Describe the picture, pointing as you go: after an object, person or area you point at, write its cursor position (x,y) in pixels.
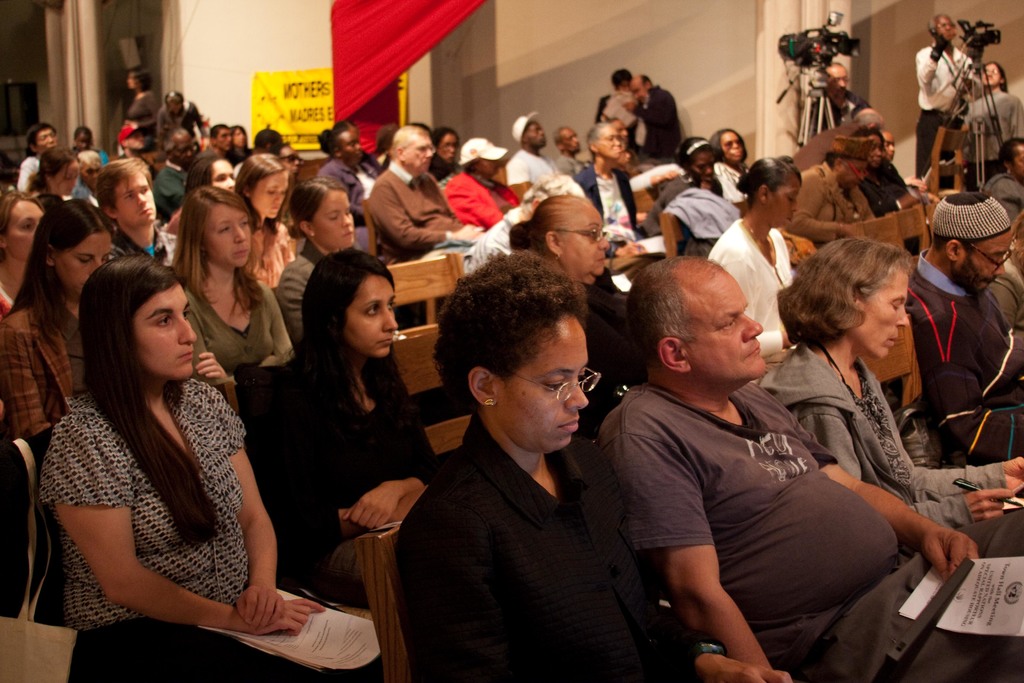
In this image we can see a few people (431,459) sitting on the chairs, also we can some people (630,112) standing, there are cameras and a poster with some text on the wall (717,81), also we can see a curtain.
